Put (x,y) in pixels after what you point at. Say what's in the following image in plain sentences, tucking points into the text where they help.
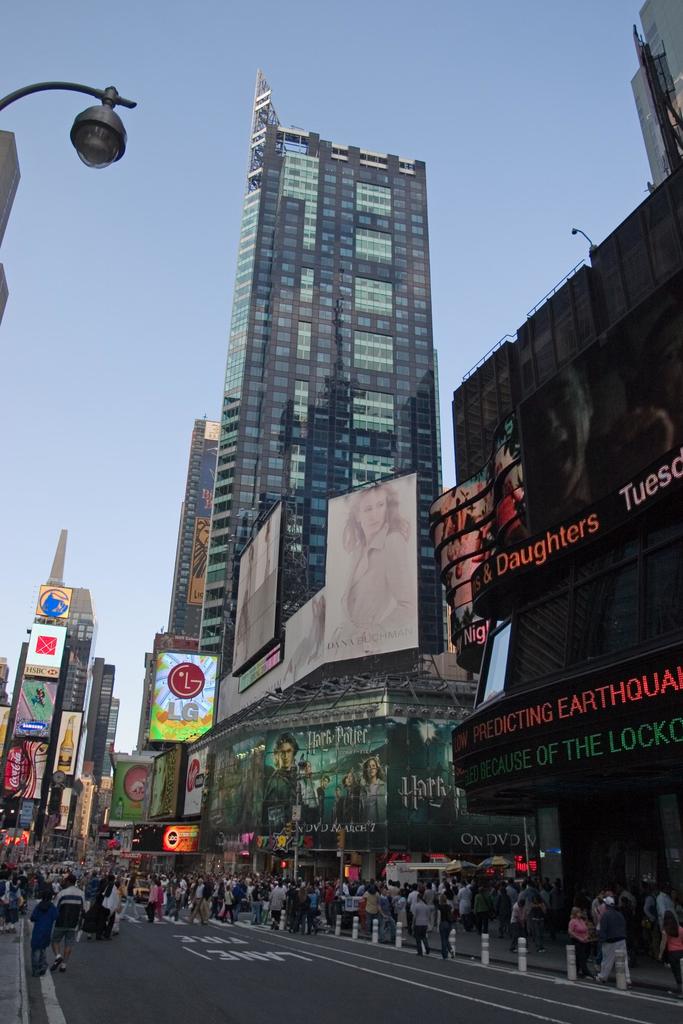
Here we can see people (71,909). Background (15,770) there are buildings (579,888) with hoardings (410,545) and glass windows (319,345). Sky (107,250) is in blue color.
